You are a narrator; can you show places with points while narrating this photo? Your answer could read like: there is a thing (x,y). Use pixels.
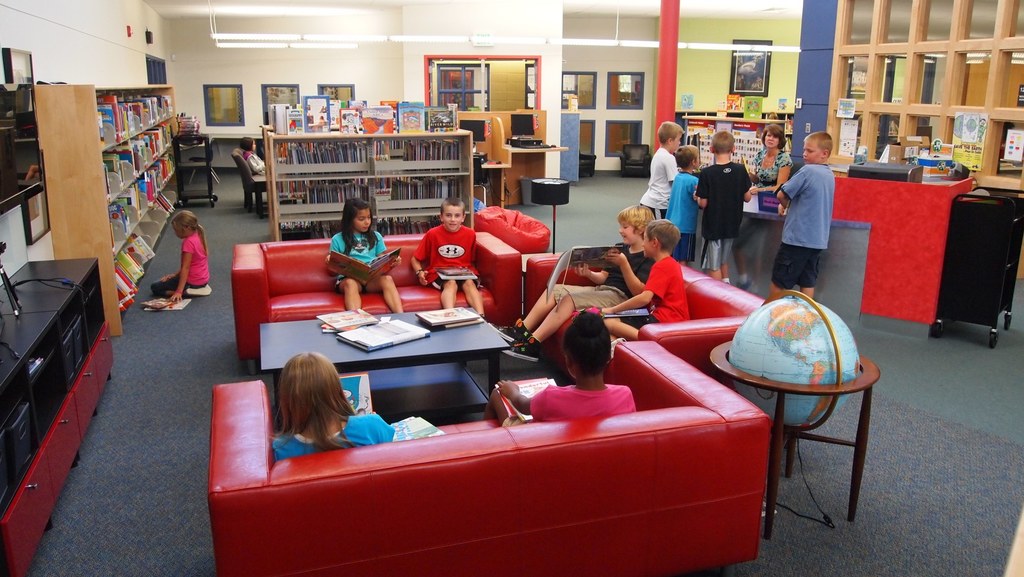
In this image, there is an inside view of a library (786,36). There are some kids (298,409) in the center of the image (660,292) sitting on couches (545,274) in front of the table (446,335). There are some kids (677,208) in the top right of the image (822,159) wearing clothes (726,167) and standing in front of the another person (768,144). There are some racks (398,176) contains books (381,179) in the top left of the image (318,150). There are some light (217,46) at the top (782,47).
